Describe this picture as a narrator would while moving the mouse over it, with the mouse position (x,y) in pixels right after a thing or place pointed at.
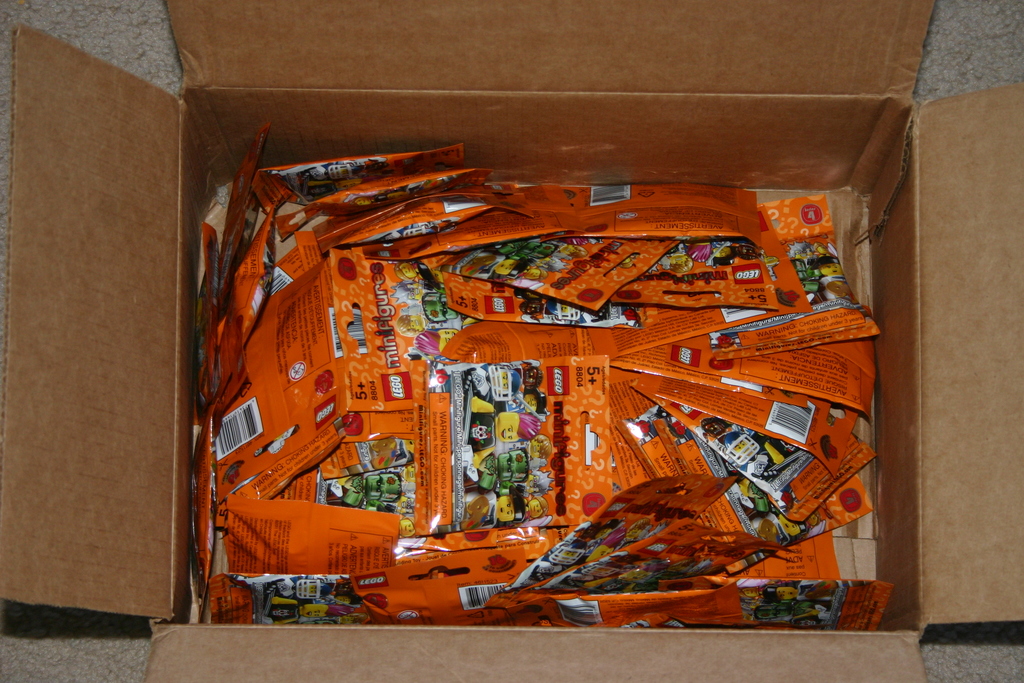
In this image, we can see so many packets (579,478) in the carton box (743,651). Here there is a surface (61,645).
